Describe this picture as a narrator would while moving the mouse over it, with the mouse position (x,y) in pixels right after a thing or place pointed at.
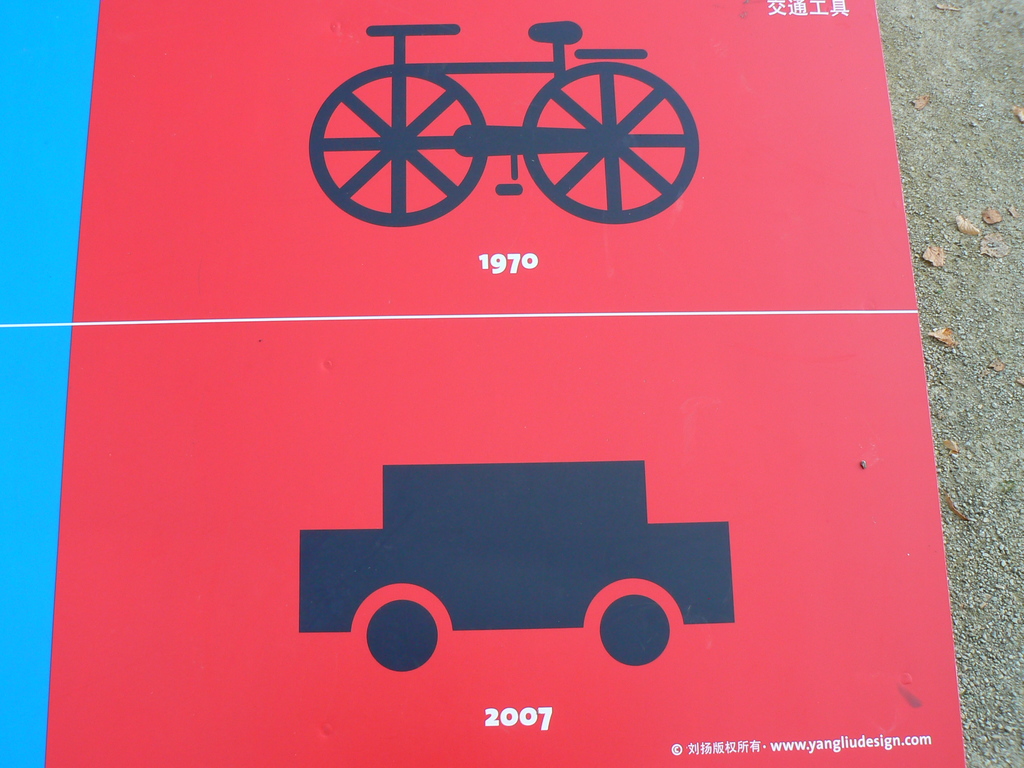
This is a poster (782,438). On this poster (837,353) we can see picture of a bicycle (625,125) and a car (478,478).
